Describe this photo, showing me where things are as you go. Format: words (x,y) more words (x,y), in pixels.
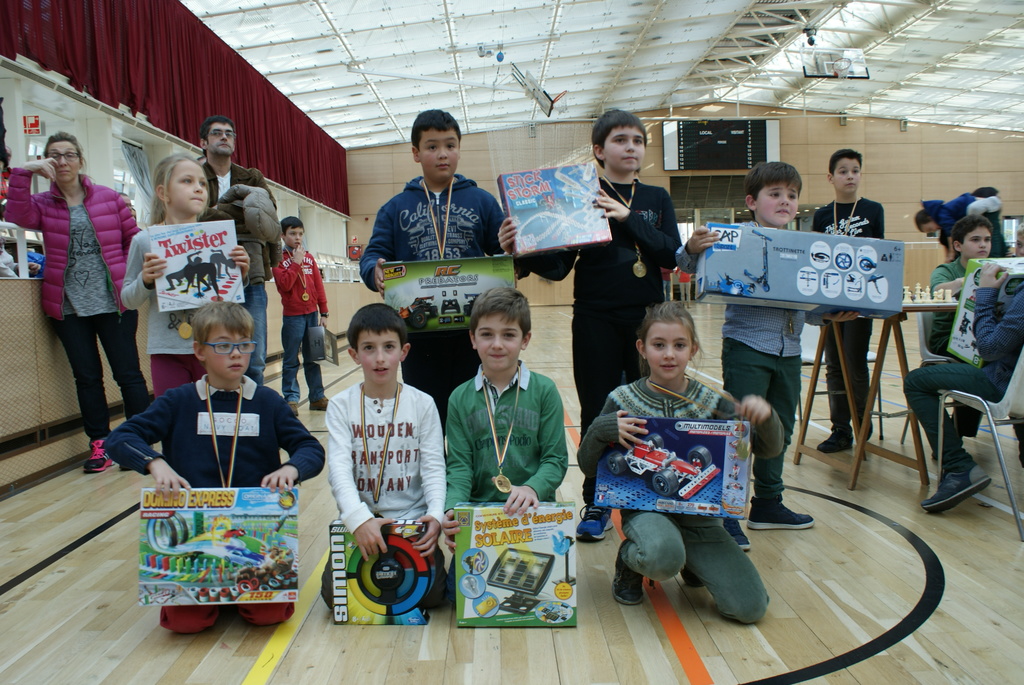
In this image there are a few kids (408,420) standing and kneeling down are holding some objects (336,521) in their hands (753,416), behind them there are two adults (253,308) standing and there is a chess board (921,297) with pawns (940,289) on it on a stool (885,348), in the background of the image (361,280) there are few items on the platform (12,300), at the top of the image (311,74) there is a glass rooftop (851,25) supported with metal rods (874,27) on it there are lamps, behind the kids (615,171) there is a television (714,155) on the wooden wall (567,156) and there is a curtain (301,124).
